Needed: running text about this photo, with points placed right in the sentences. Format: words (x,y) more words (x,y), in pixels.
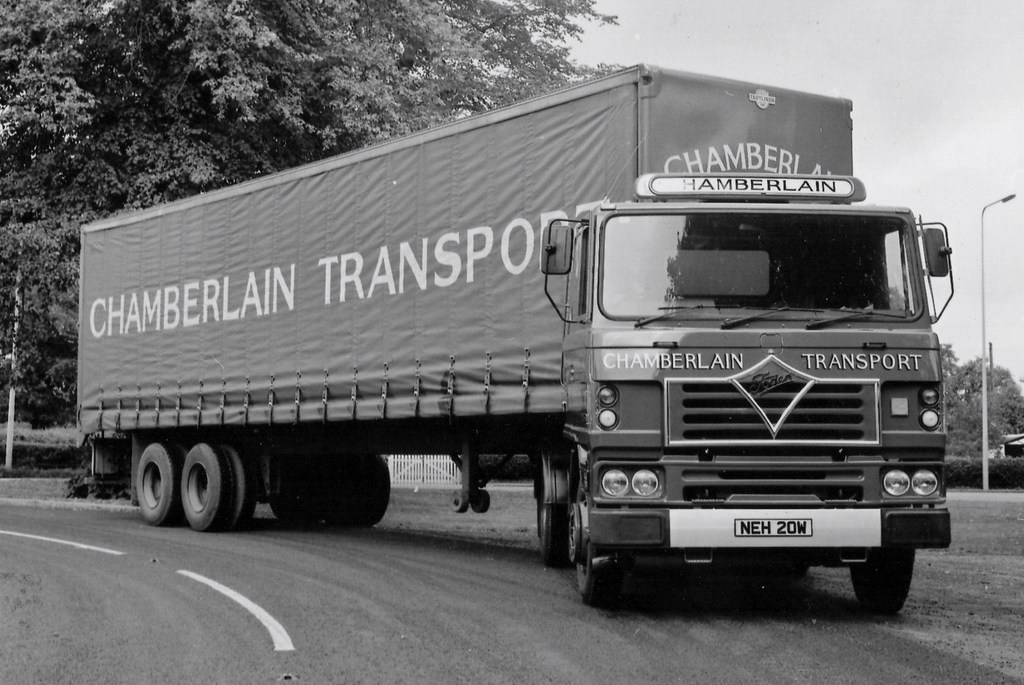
In the picture I can see a vehicle (440,383) on the road (369,595), beside the road (402,608) we can see trees (360,93) and poles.
